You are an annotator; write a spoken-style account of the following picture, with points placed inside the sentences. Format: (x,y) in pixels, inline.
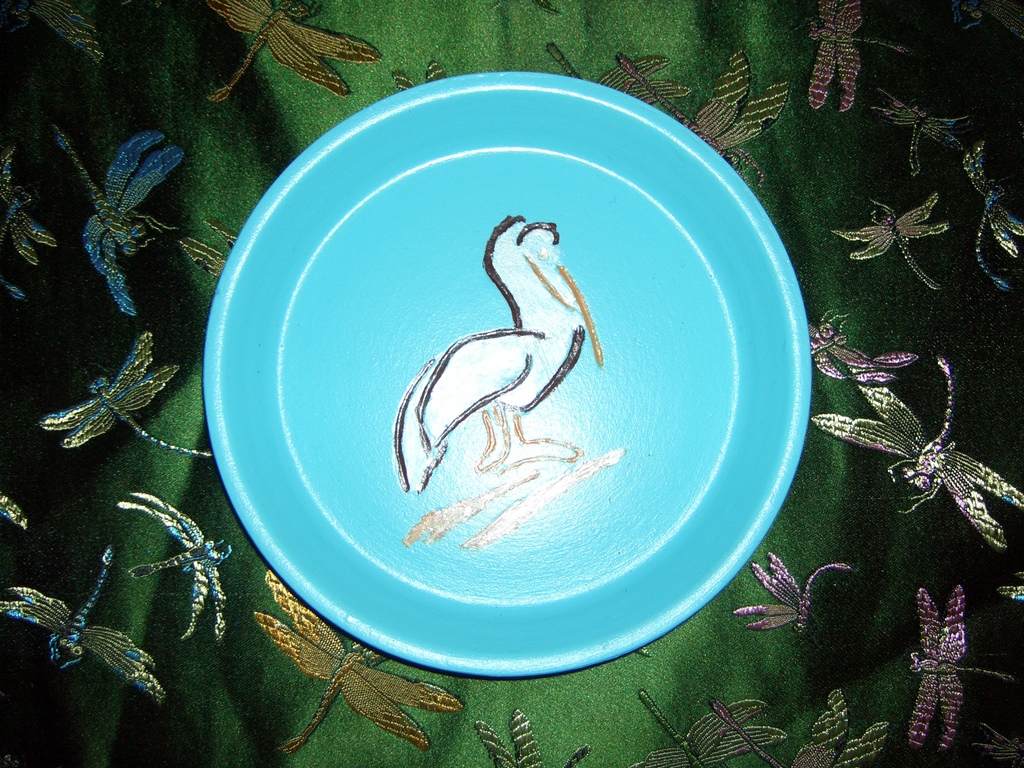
In this picture we can see design (506,488) on a plate (555,315) on cloth (926,742).
